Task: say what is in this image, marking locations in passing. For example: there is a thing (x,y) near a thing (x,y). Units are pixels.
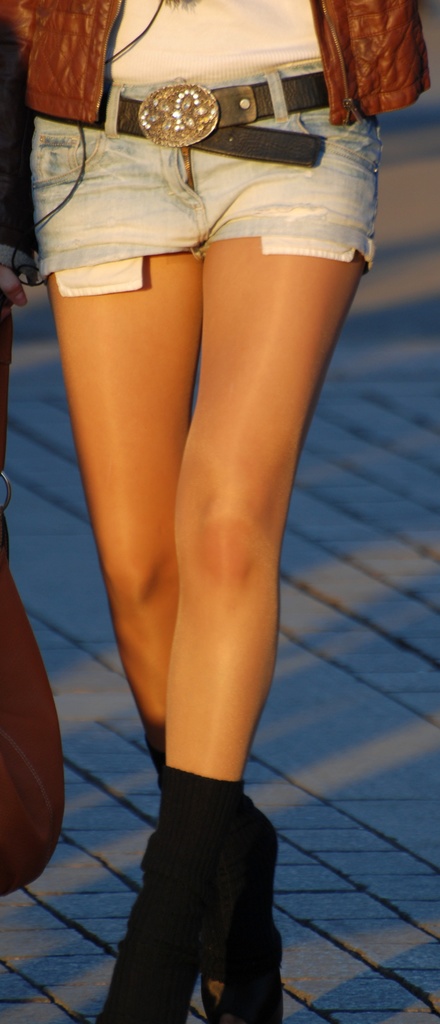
A person (210,798) is standing wearing shorts (300,190), black boots (203,848) and brown jacket (365,65).
